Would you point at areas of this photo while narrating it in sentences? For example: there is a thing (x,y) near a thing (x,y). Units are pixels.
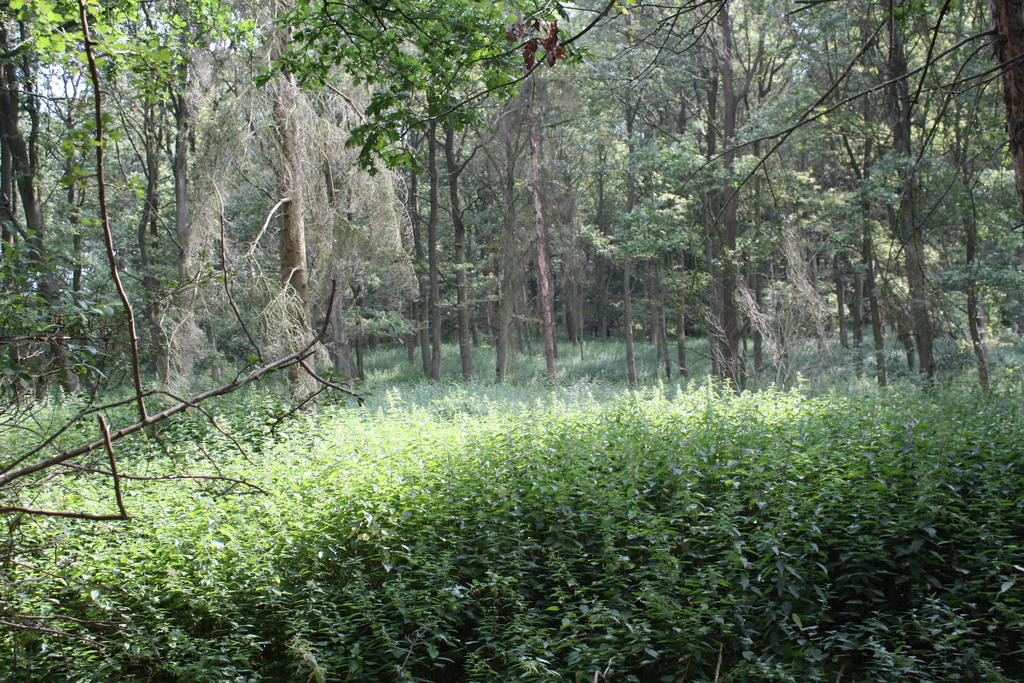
In the foreground of this picture (511,560), there are plants (426,495). In the background (471,328), there are trees (234,141) and the sky (62,105).
